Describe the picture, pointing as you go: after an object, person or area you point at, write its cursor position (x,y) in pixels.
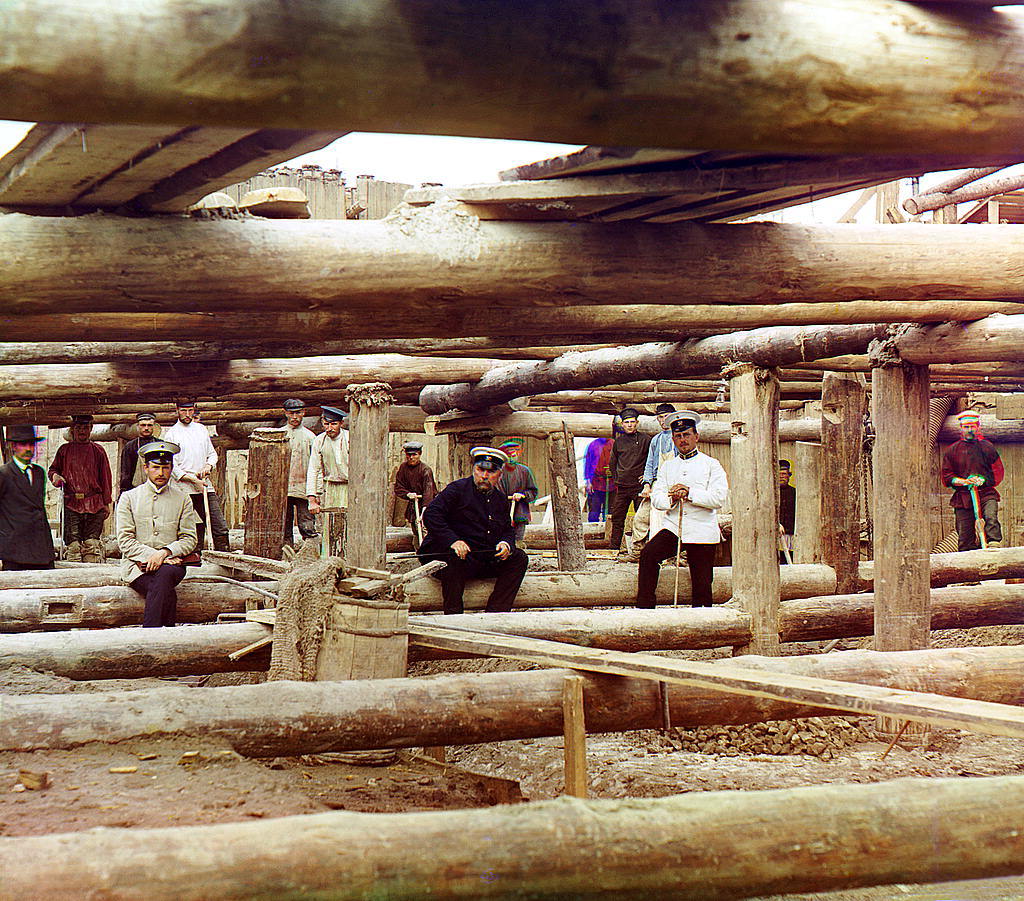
In the foreground of this image (443,521), there are few persons (453,542) sitting on the wooden trunk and in the background (77,431), there are few persons (330,436) standing. We can also many wooden trunks (667,620) all over the image and it seems like a construction (439,845).
